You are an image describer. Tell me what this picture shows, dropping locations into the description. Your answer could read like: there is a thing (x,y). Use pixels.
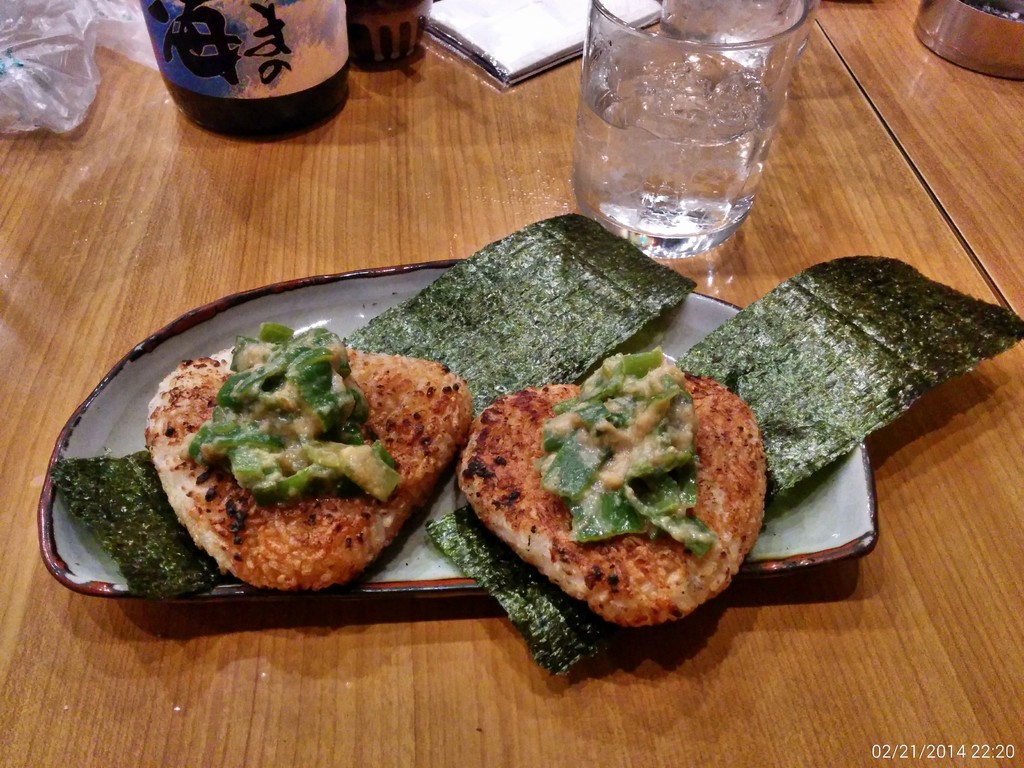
Here in this picture we can see some food items (493,398) present on a plate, which is present on the table (125,323) over there and we can also see a bottle (287,90) and a glass (622,119) present and we can see a cover (12,12) and a book (536,66) also present over there.
